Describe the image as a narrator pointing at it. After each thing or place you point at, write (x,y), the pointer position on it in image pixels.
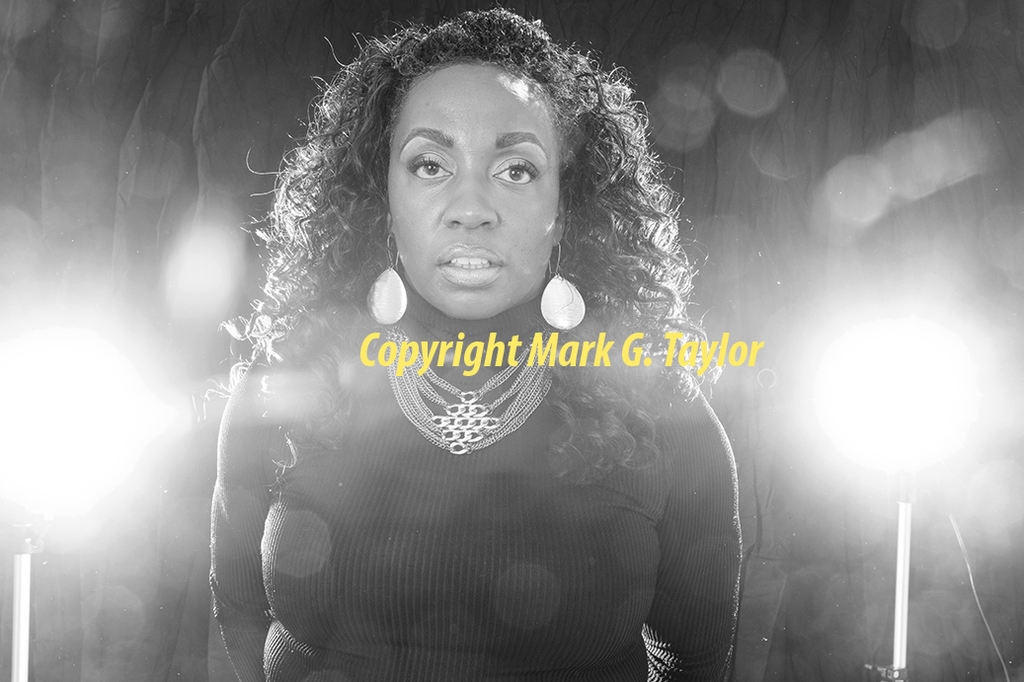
In this picture there is a woman (383,414) wearing black color dress (545,521) with necklace (469,428), standing and giving a pose into the camera. Behind there is a blur background (943,391) with spotlights (76,443).
